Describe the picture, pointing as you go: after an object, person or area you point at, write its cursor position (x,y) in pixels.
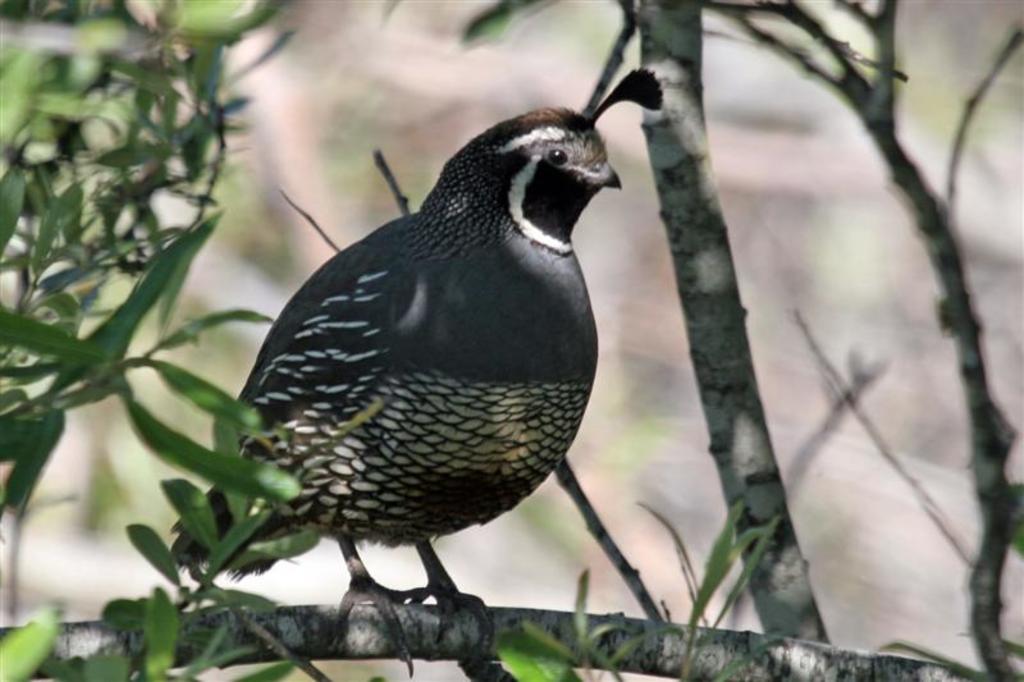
In this picture there is a bird (405,330) who is standing on the tree branch (350,647), beside that I can see many green leaves (244,496). In the background (700,440) I can see the blur image.
